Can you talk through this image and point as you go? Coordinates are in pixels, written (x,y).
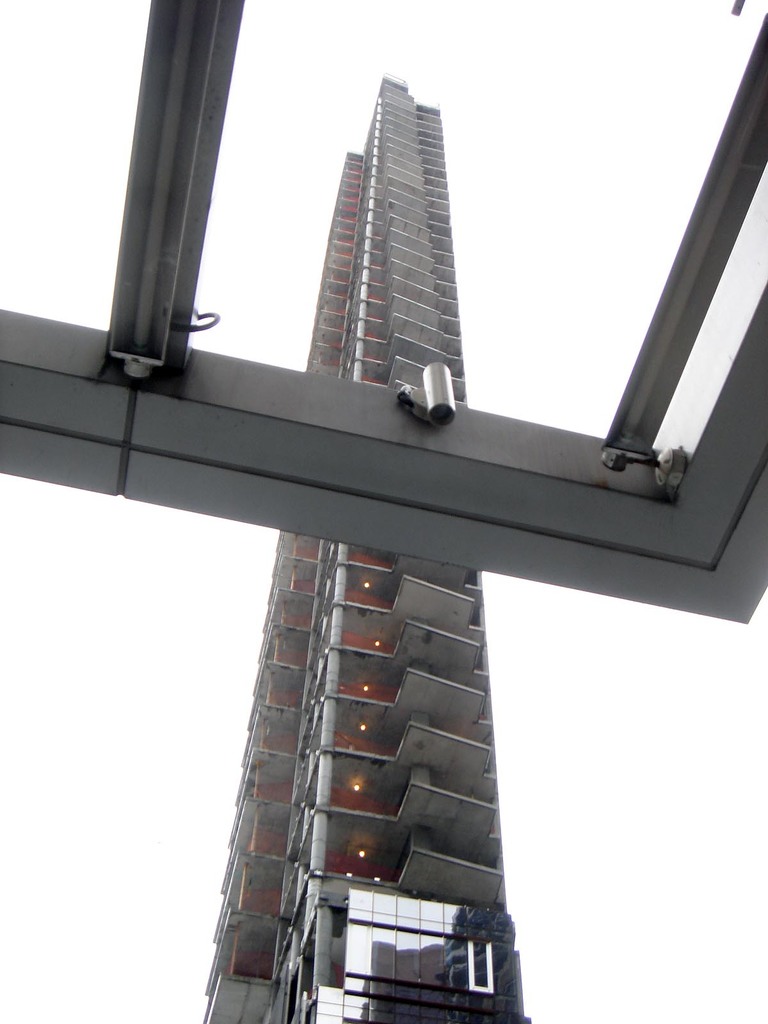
In this image I can see a tall building (478,666). At the top (715,258) it is looking like a window (517,449).
